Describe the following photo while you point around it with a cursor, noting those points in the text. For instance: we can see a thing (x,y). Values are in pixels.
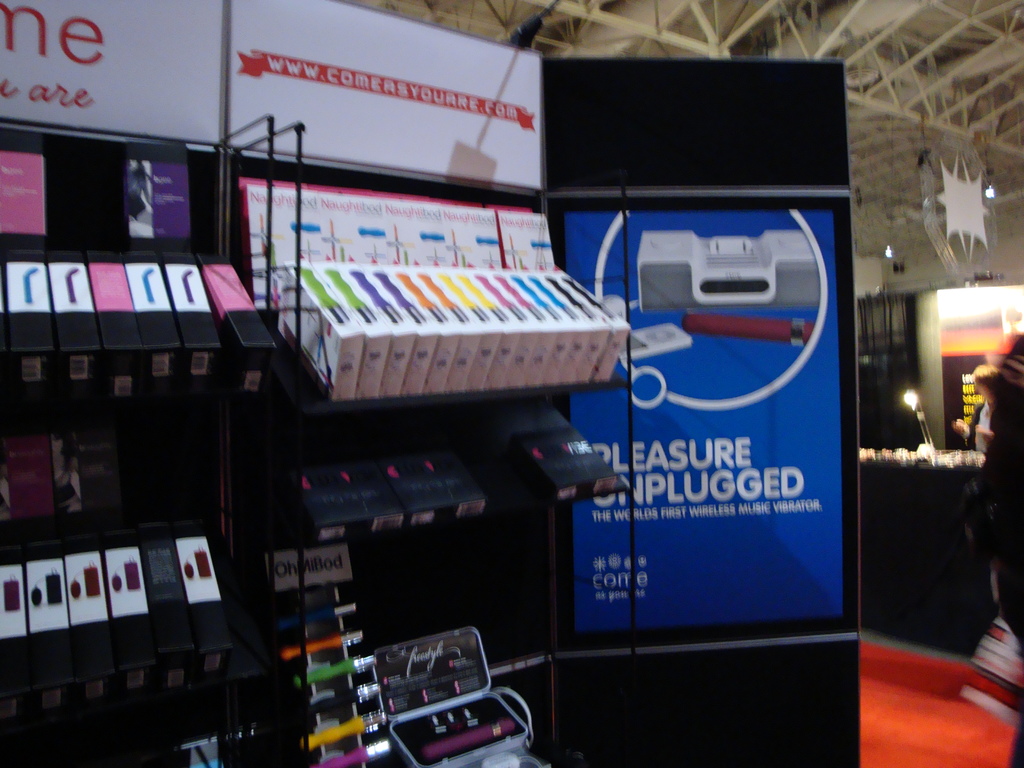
In this image we can see some text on the white boards (394,126), some rods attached to the ceiling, three lights (925,422), some objects (412,718) on the stands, some objects (969,188) attached to the ceiling (552,35), some objects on the floor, red carpet (985,730) on the floor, one board (967,388) with text (962,400), one person (1011,420) truncated on the right side of the image (1021,376), one object (1011,692) on the right side of the image (1004,704), one person (964,424) standing and holding one object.
